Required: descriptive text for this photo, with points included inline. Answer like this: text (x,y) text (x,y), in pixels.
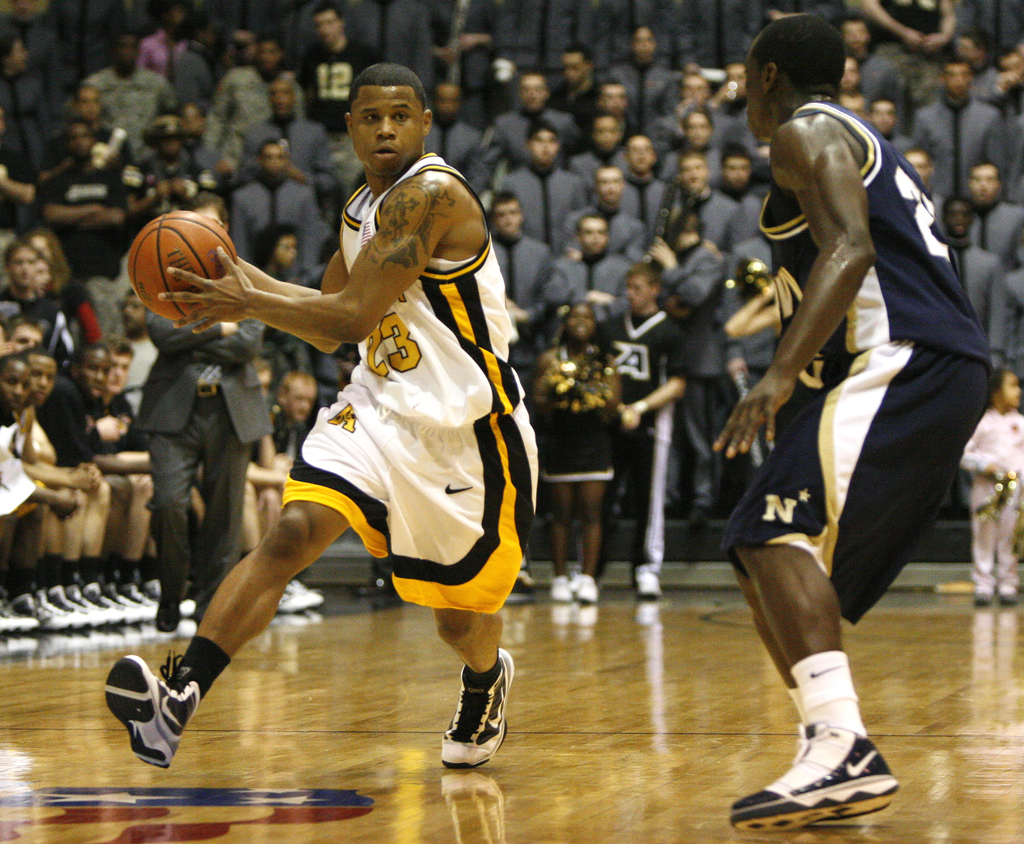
In the center of the image (426,545) we can see a man (406,472) standing and holding a ball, next to him there is another man (926,407). In the background (1002,430) there is crowd (685,96) standing. The lady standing in the center (598,471) is holding pom-poms (571,384). At the bottom (211,813) there is a floor (378,799).
